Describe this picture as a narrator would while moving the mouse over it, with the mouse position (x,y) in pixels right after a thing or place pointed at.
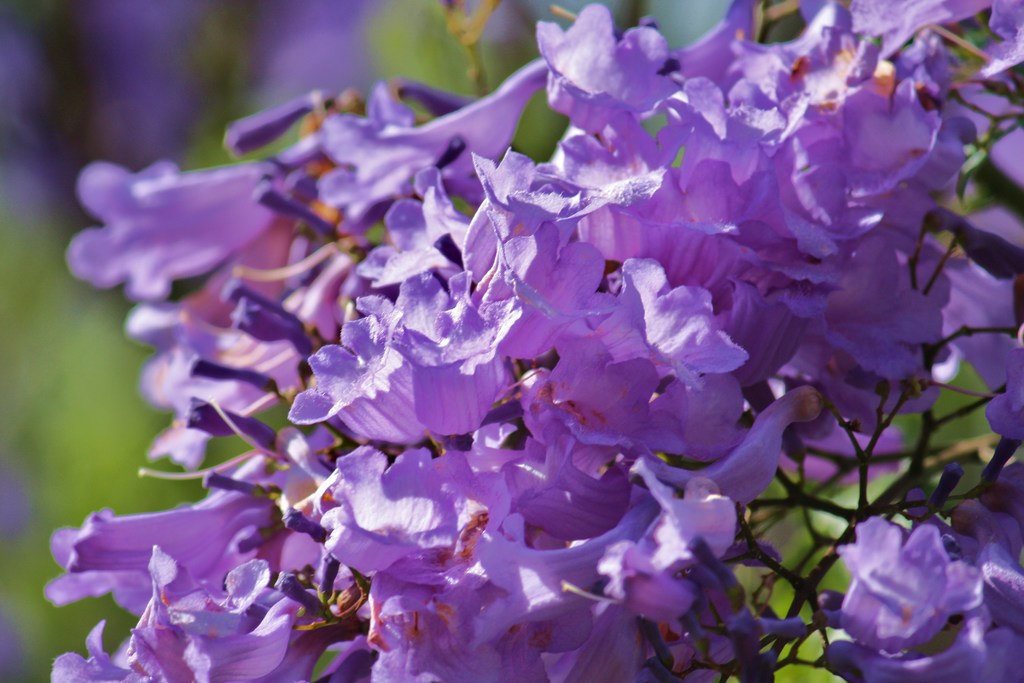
In this image we can see group of flowers (402,660) on a stem (946,262) of a plant (479,455).
